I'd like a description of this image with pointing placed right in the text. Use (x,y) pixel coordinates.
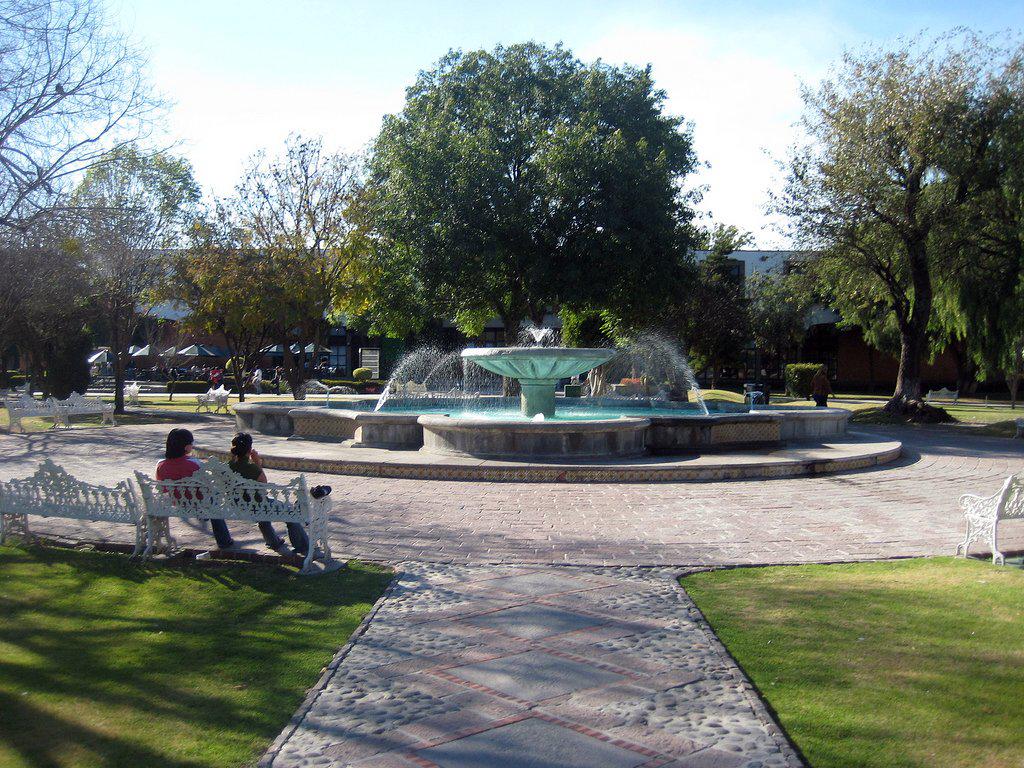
This picture is clicked outside. In the foreground (175,658) we can see the green grass (921,641), benches (1013,505) and the two persons (165,477) sitting on the bench (223,476). In the center (507,431) we can see the fountain (556,382) and a water body (559,413). In the background (723,149) we can see the sky (744,125), trees (524,225), buildings (330,359), umbrellas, plants (798,387) and many other objects (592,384).
